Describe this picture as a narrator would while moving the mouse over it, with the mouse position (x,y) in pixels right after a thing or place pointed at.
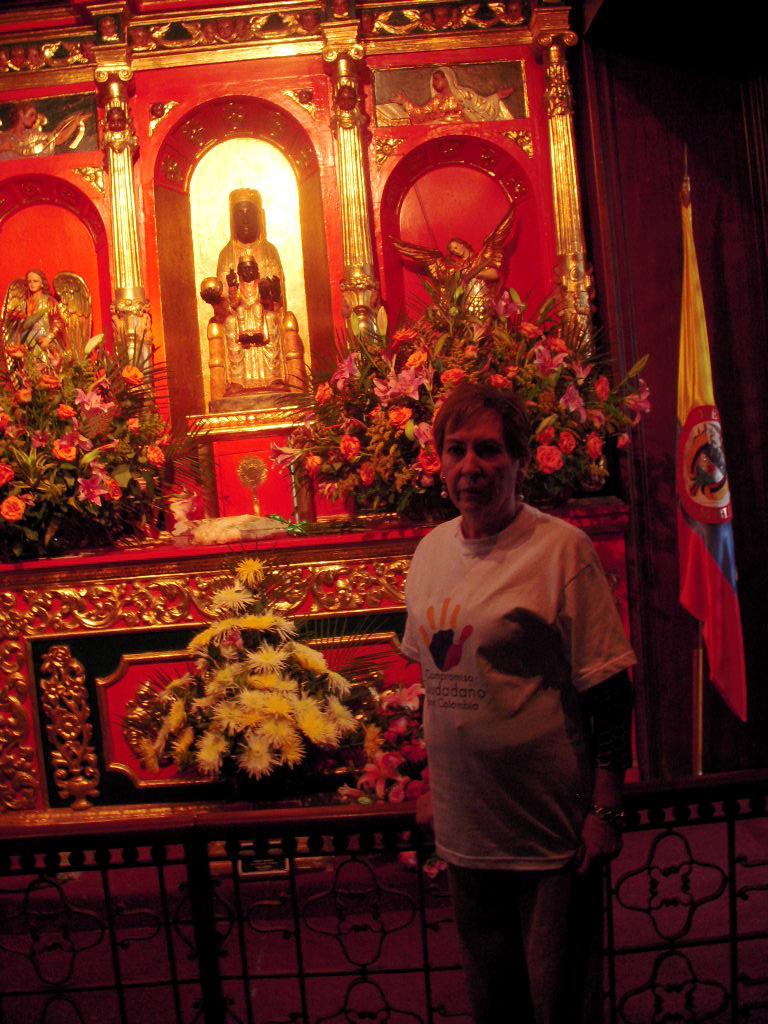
In this picture we can see a person (485,569) standing near to the fence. In the background (474,296) we can see statues (435,252) and flower bouquets (559,360).
